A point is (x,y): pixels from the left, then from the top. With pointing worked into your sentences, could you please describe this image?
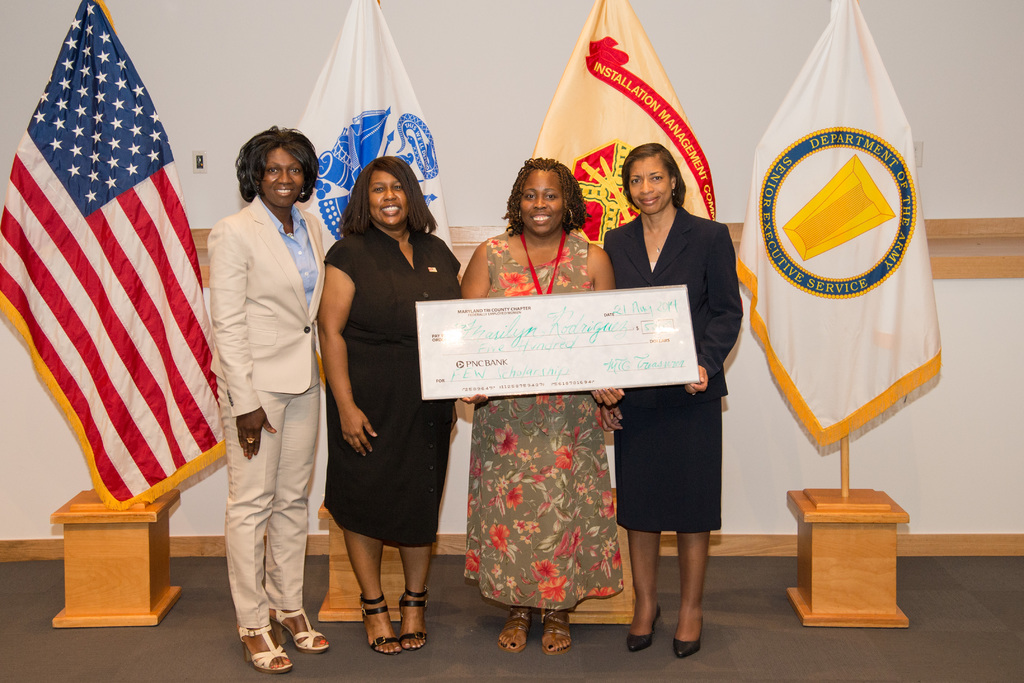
In the middle (576,397) a woman (576,397) is standing by holding a cheque (573,362) in her hands (608,399). Beside her 2 women (668,174) are standing, they wore black color clothes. On the left side (237,238) a woman (280,346) is smiling, behind them there are flags (365,29) of different kinds.
